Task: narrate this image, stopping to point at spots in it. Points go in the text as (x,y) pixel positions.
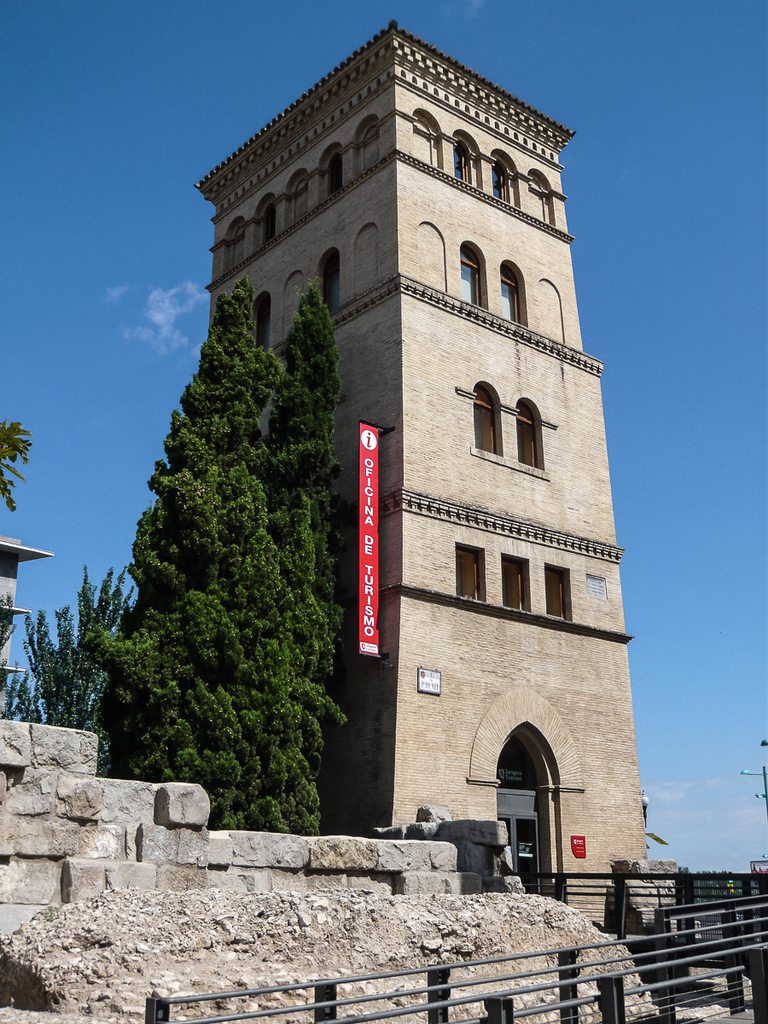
Here in this picture, in the middle (464,347) we can see an old monumental building (399,329) present over a place (281,966) and we can see number of windows (546,604) and door (523,854) present and beside that we can see a banner (373,480) present and we can also see plants (176,685) and trees (137,697) present and in the front (502,986) we can see railing (762,947) present and we can see some clouds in the sky (187,355).
